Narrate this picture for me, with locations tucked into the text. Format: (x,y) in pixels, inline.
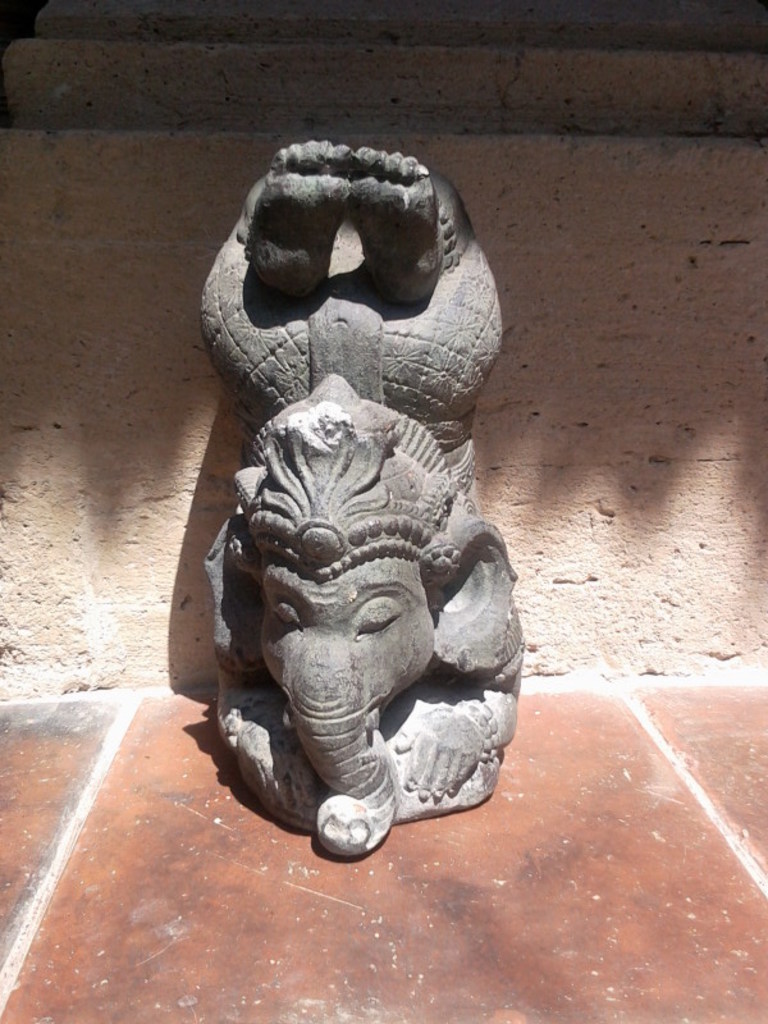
In the center of this picture (470,562) we can see the sculpture (434,262) of some object (303,312) placed on the ground (588,890). In the background (632,107) we can see an object (240,34) seems to be the wall (145,466).
